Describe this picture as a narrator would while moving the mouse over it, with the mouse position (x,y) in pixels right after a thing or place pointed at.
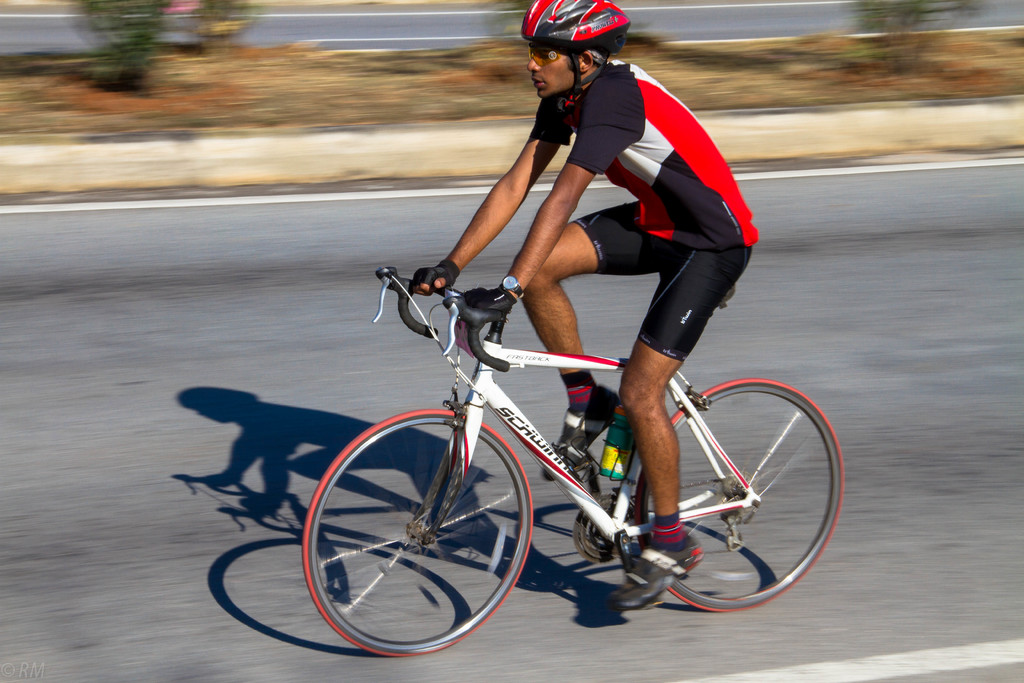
In this image we can see a man (629,254) driving a bicycle (562,490) on the road (552,576). In the background (117,80) there is a road (411,33) and plants (906,61).
